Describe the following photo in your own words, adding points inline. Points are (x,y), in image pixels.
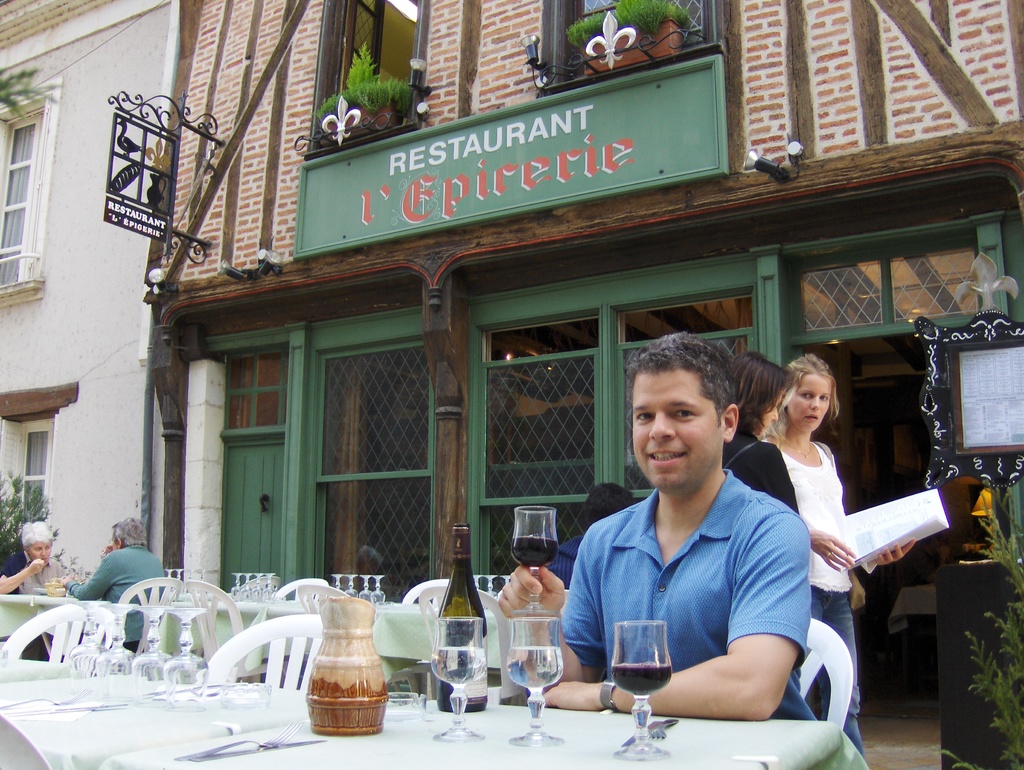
This picture shows a man (679,625) sitting in the chair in front of a table (592,756) on which some glasses (86,667), jars (322,684) were present. Behind him there are two women (803,480) standing, holding a papers (857,522) in their hands (836,551). In the background (575,228) there is a restaurant building (545,145), windows (396,87) and some plants (396,87) here.
